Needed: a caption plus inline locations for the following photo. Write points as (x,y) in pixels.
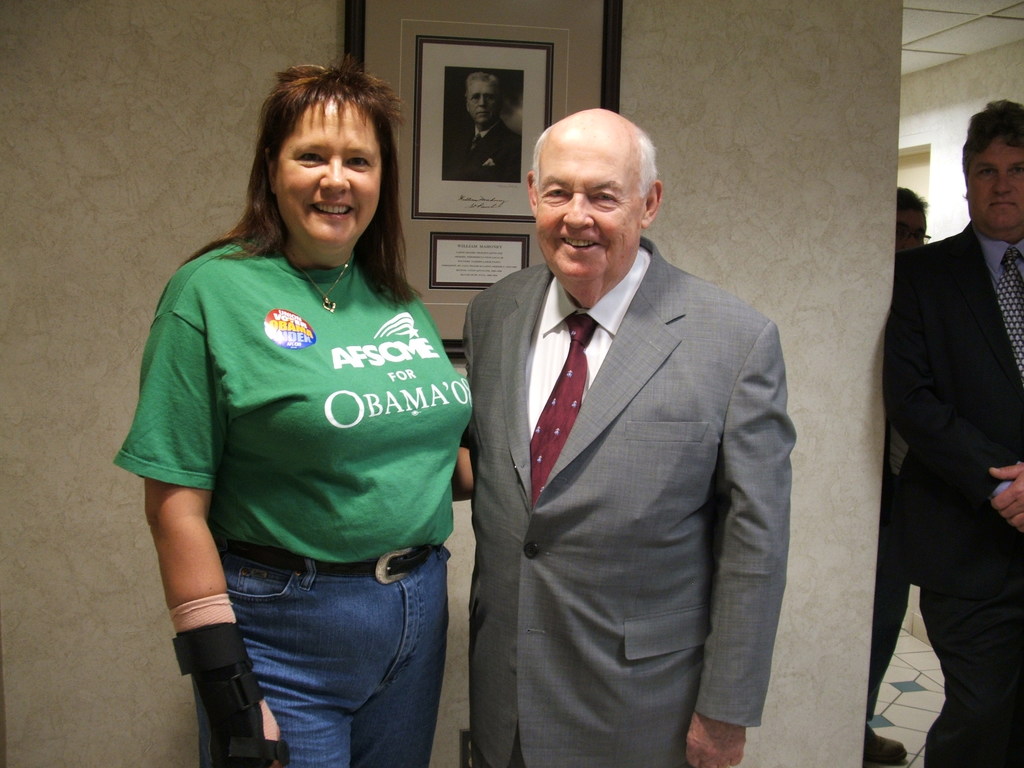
In this image in the center (497,360) there is one man (610,410) and one woman (443,436) standing, and on the right side (955,258) there are two people (969,249) standing and in the background (172,117) there is a wall (738,92) and the photo frame (557,47). And at the top of the image (970,34) there is ceiling (980,34) and at the bottom (924,713) there is floor (889,724).
